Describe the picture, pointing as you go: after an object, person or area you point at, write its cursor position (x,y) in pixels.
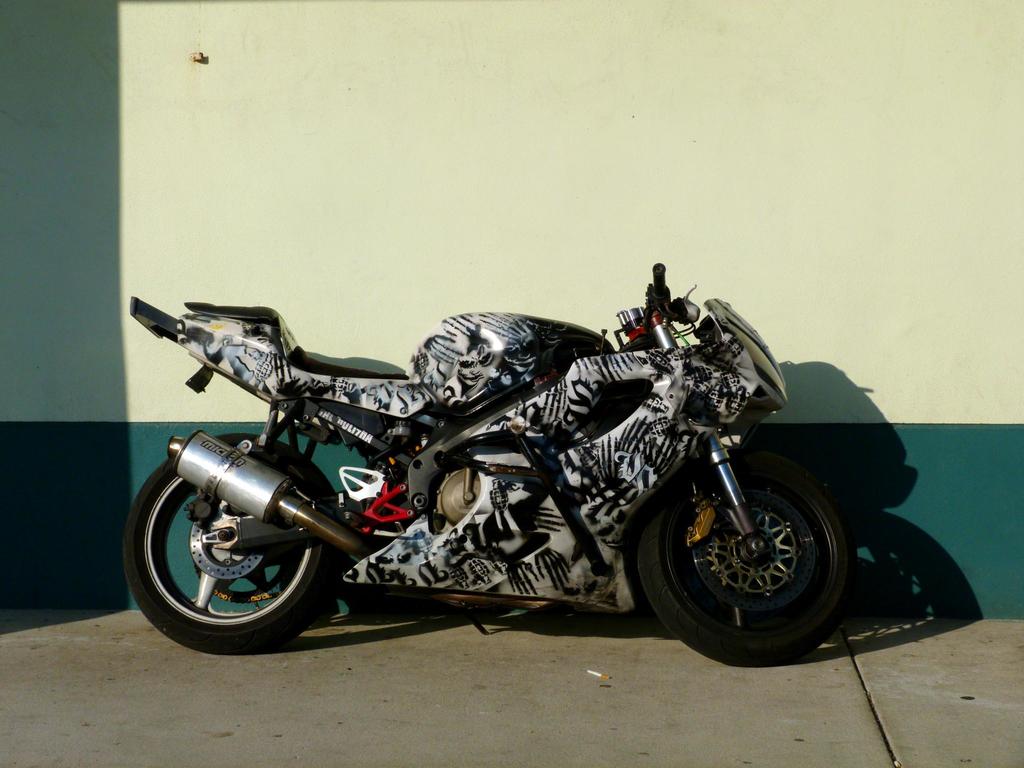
In the image there is a racing bike (532,452) kept in front of a wall (223,157).
